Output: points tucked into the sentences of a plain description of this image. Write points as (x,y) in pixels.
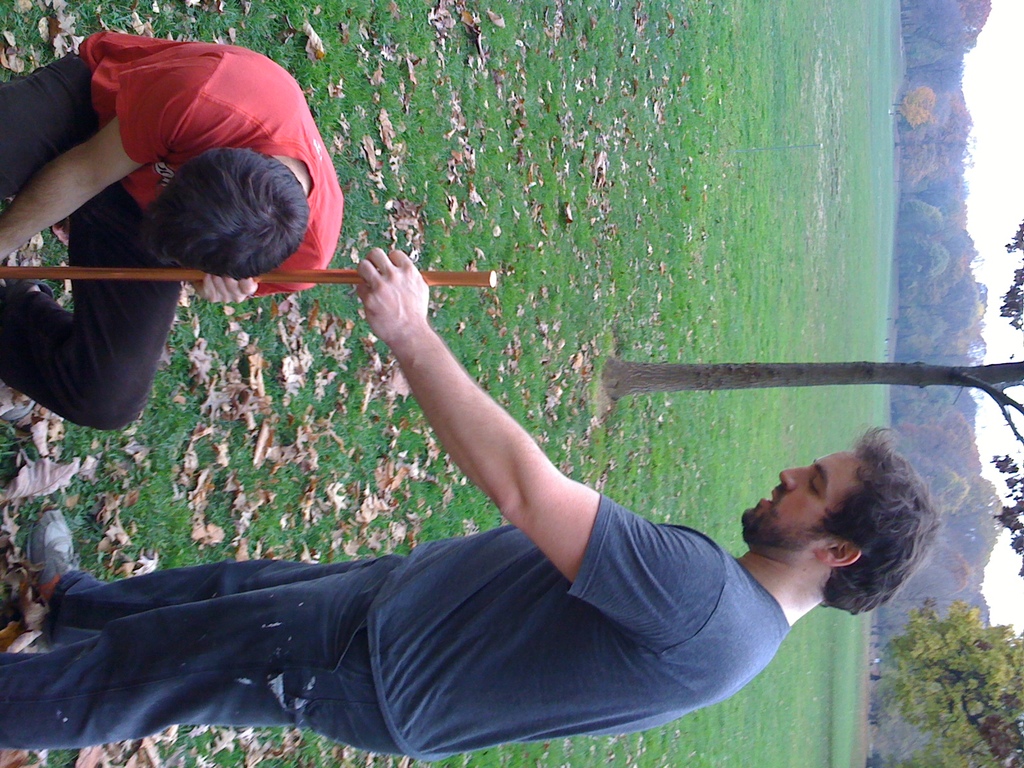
This is the man (492,631) standing. I can see the dried leaves (519,346) on the grass (624,300). Here is another person (113,189) sitting in squat position and holding the stick (331,272). These are the trees (936,349) with branches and leaves (972,656).
